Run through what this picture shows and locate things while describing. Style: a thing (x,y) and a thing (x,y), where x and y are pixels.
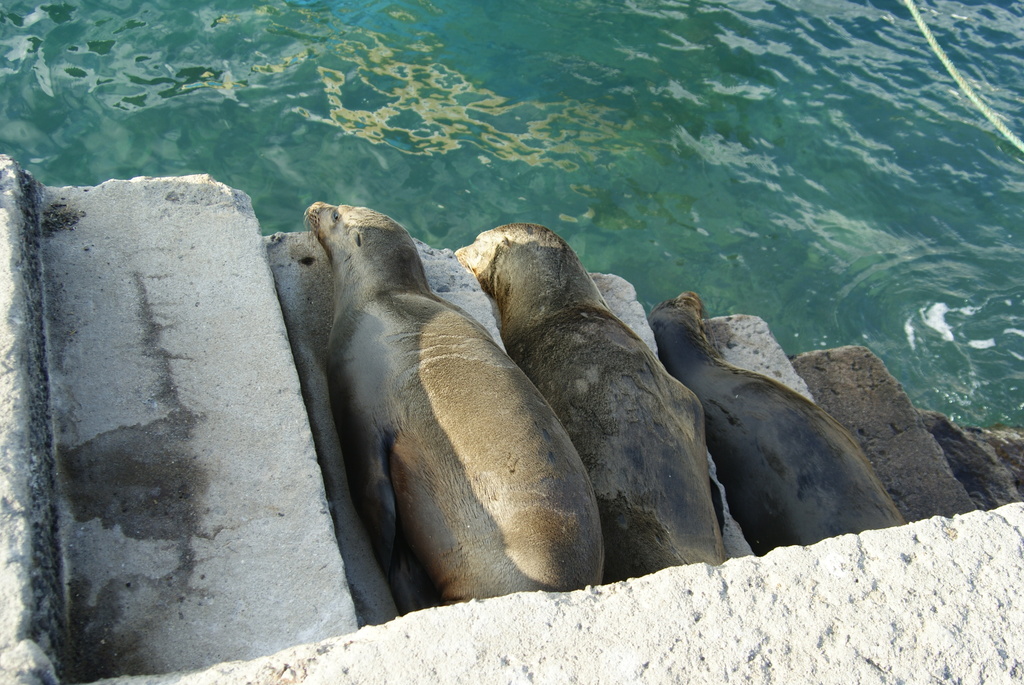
In the picture we can see a water (839,313) which is blue in color and besides to it, we can see some steps (128,641) and on it we can see sea lions (498,432) are sleeping.
